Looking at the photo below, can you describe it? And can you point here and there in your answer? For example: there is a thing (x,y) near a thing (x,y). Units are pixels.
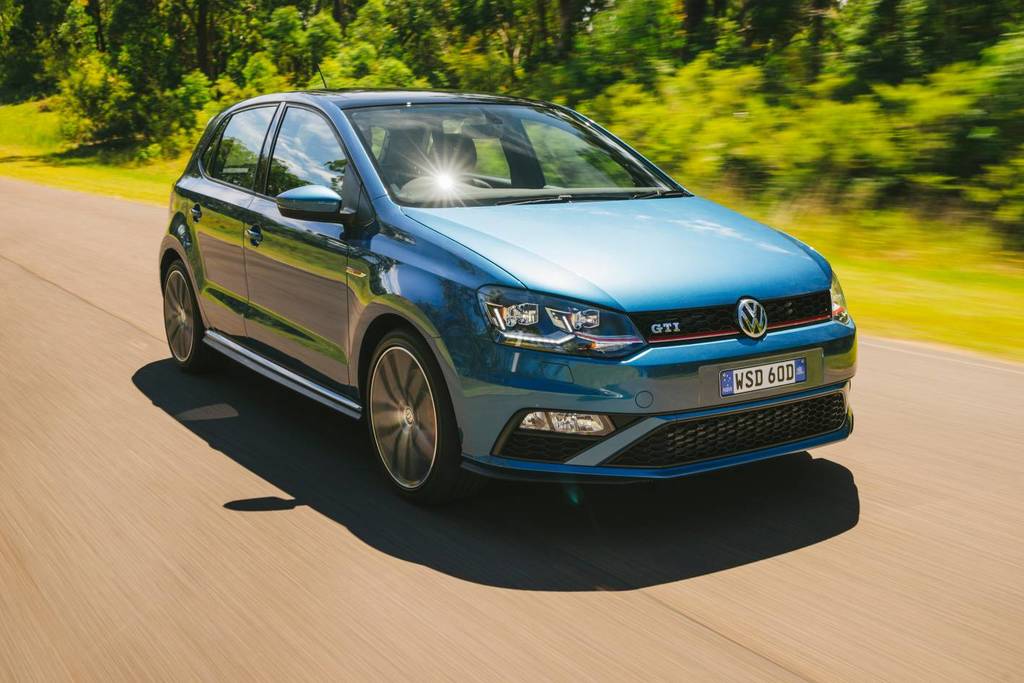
In this image we can see a car (514,285) which is blue in color is moving on road (251,636) and in the background of the image (447,82) there are some trees (341,59).
